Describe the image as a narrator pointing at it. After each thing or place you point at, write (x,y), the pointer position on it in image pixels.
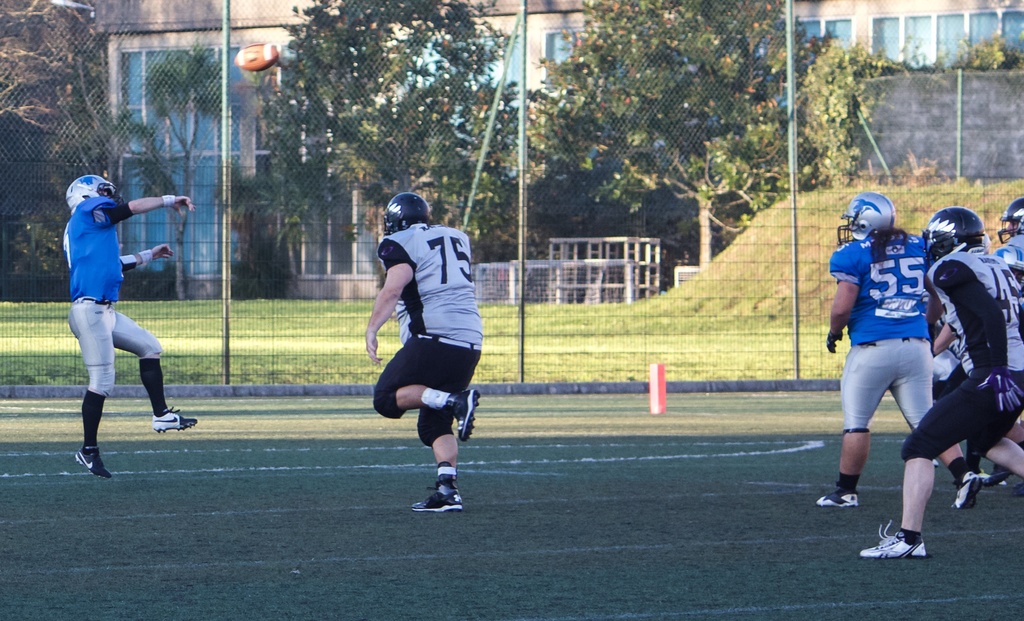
In this picture we can see some people (433,390) are playing spring football game, they wore helmets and shoes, we can see fencing (489,280) in the middle (615,232), in the background (671,133) there are some trees (712,109), grass (356,317) and a building (528,34).
